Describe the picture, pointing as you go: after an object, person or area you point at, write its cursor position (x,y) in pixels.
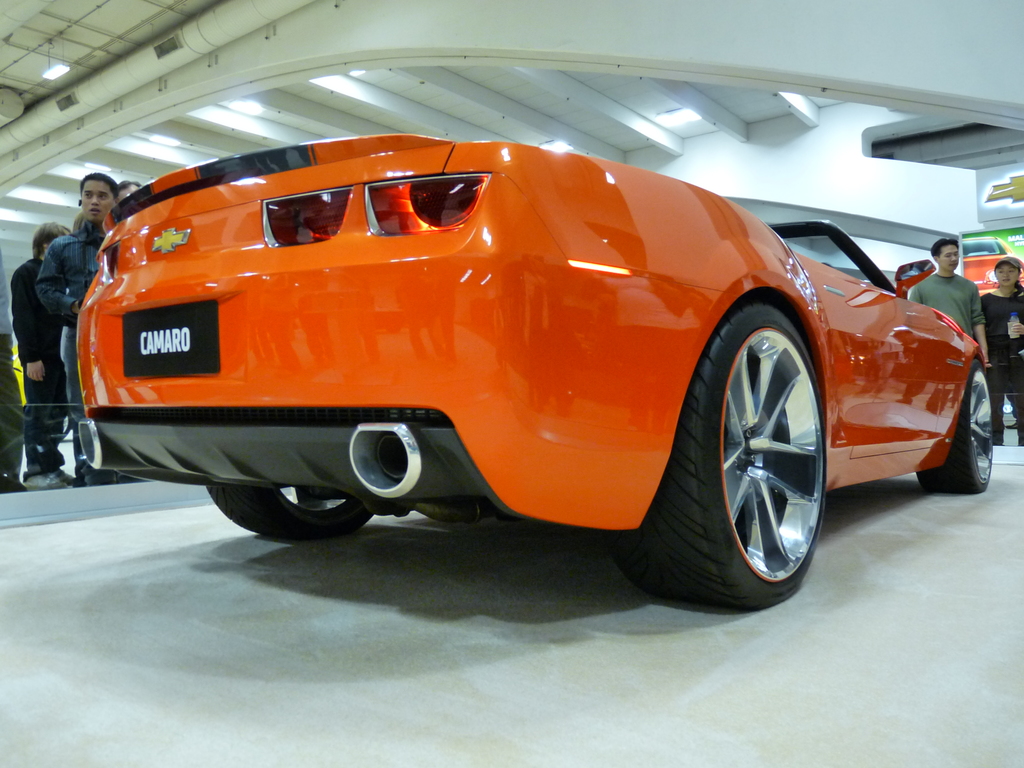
In this image there is a car (537,419) on the floor (392,726). There are few people (59,237) around it. At the top (289,106) there is ceiling (335,103) with the lights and pipes (130,73).
